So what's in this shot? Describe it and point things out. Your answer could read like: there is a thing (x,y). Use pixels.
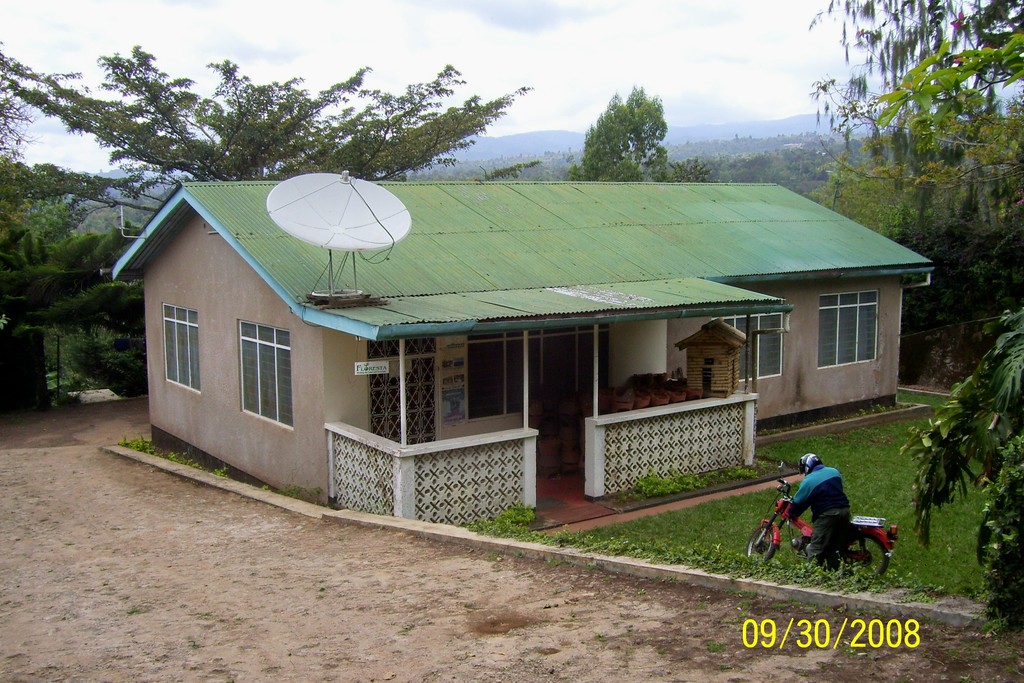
In the foreground of this image (472,625), there is ground (414,620). In the middle (609,331), there is a house (443,293) and an antenna (360,215) on it and a man (805,500) with a motorbike (781,535) is on the grass (709,533). Around it there are trees (951,106). In the background (786,151), there are mountains (774,133), trees (734,143), sky (616,66) and the cloud (606,56).
